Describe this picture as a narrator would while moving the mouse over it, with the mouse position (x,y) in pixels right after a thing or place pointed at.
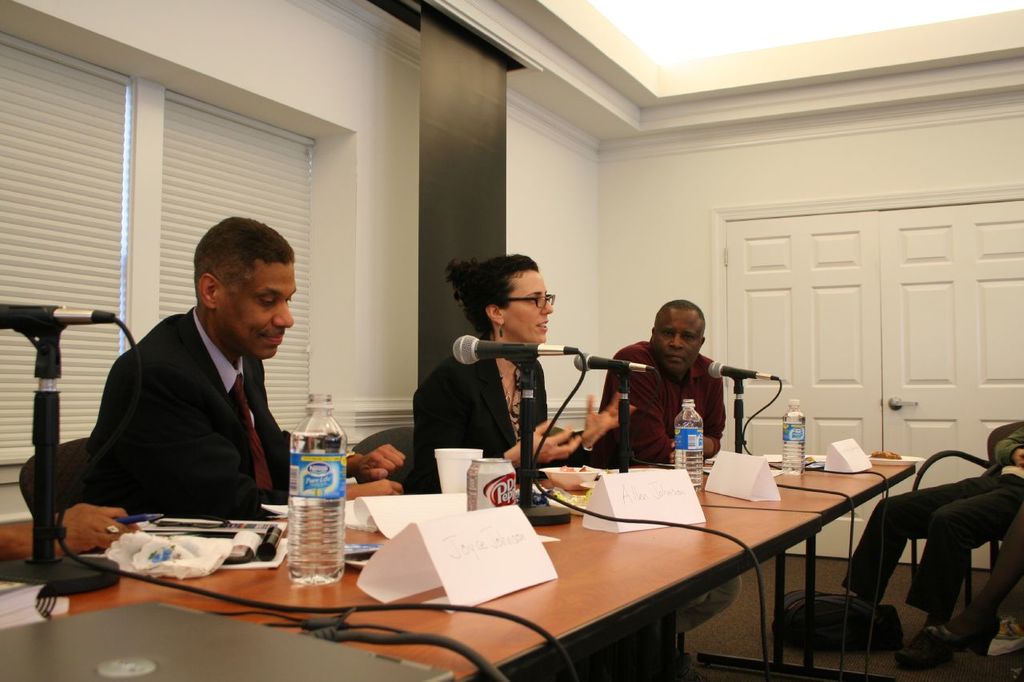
In this picture there are people (189,375) sitting on the table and mics (743,370) placed in front of them. There are also water bottles (329,504) and labels (407,539) on the table (814,463).
